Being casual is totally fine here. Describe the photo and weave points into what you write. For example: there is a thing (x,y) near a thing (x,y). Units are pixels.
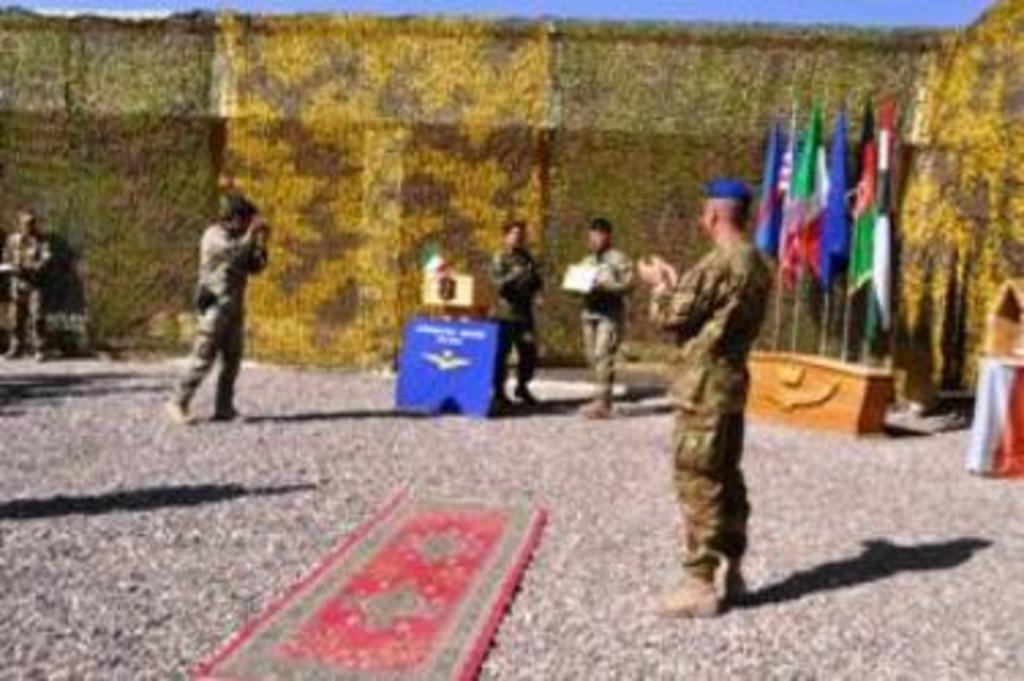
There is a mat (411,568) on the floor (486,474) and a person (737,410) standing in the foreground area of the image (504,567), there are flags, people (529,265), it seems like a curtain (755,111) and the sky (612,3) in the background (605,197).
